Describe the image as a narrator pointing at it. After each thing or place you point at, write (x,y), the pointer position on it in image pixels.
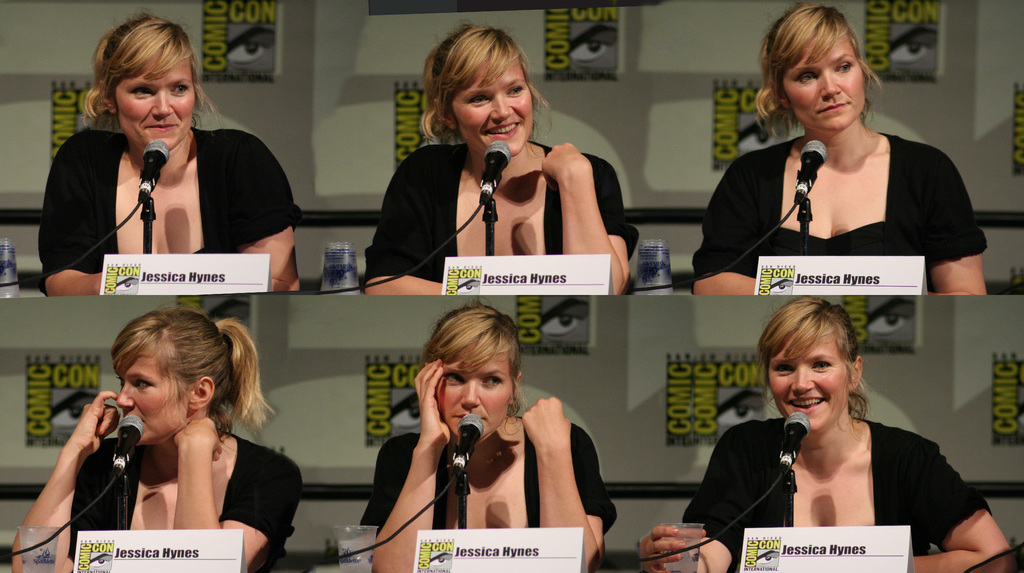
In this picture I can observe same woman (445,124) with different expressions. This is a collage of six images. I can observe name boards (213,278), microphones (155,150) and glasses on the table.
